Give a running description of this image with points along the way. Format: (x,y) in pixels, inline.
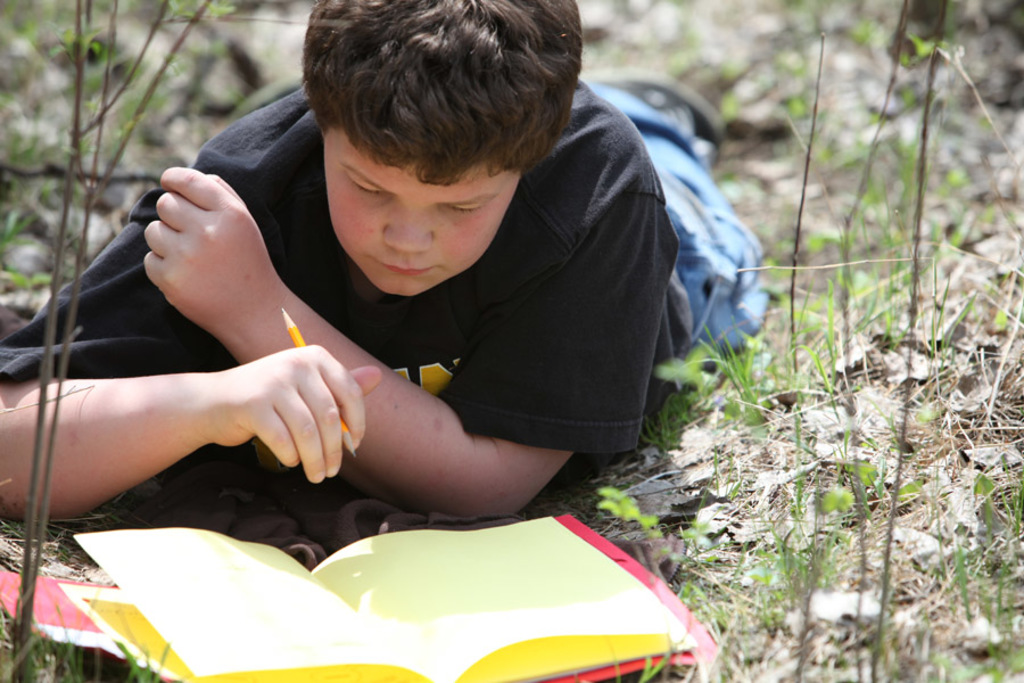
In this image there is one person (448,334) lying on the ground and holding a pen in middle of this image (511,261) and there is a book (353,559) at bottom of this image (455,621). There are some small plants (886,310) at right side of this image (873,353) and left side of this image (72,249) as well.
